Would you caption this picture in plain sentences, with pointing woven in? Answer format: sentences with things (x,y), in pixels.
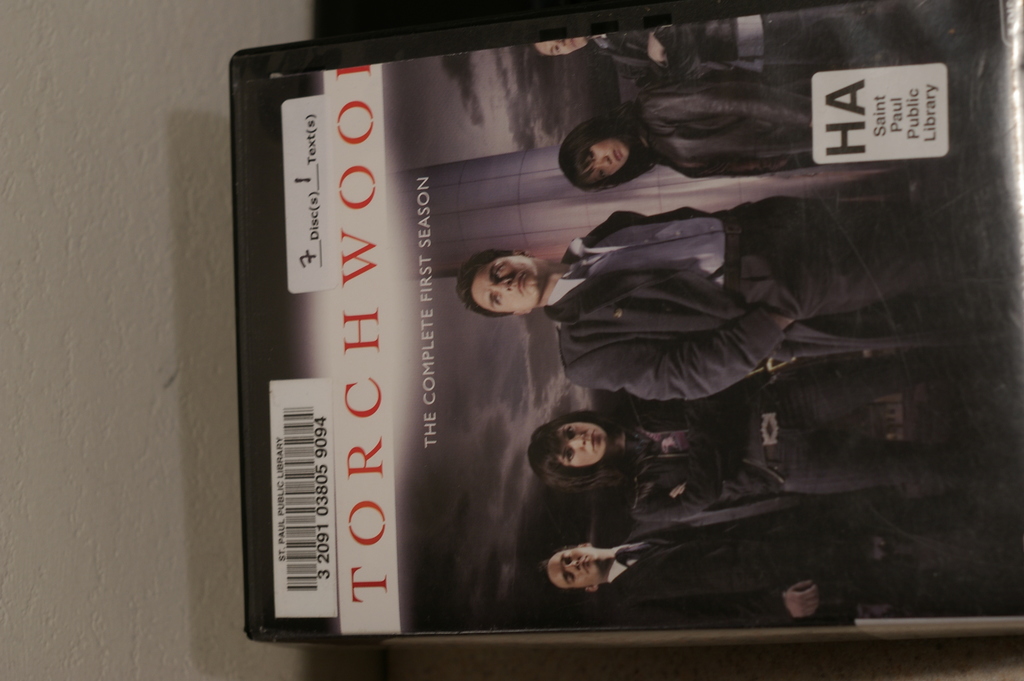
In this image, we can see a poster (491,347) on the black object (373,59). At the bottom (884,665), we can see surface (721,669). On the left side of the image (114,272), we can see wall (42,311). On the poster (514,347), we can see stickers (309,266), text (304,177) and people (776,240).
